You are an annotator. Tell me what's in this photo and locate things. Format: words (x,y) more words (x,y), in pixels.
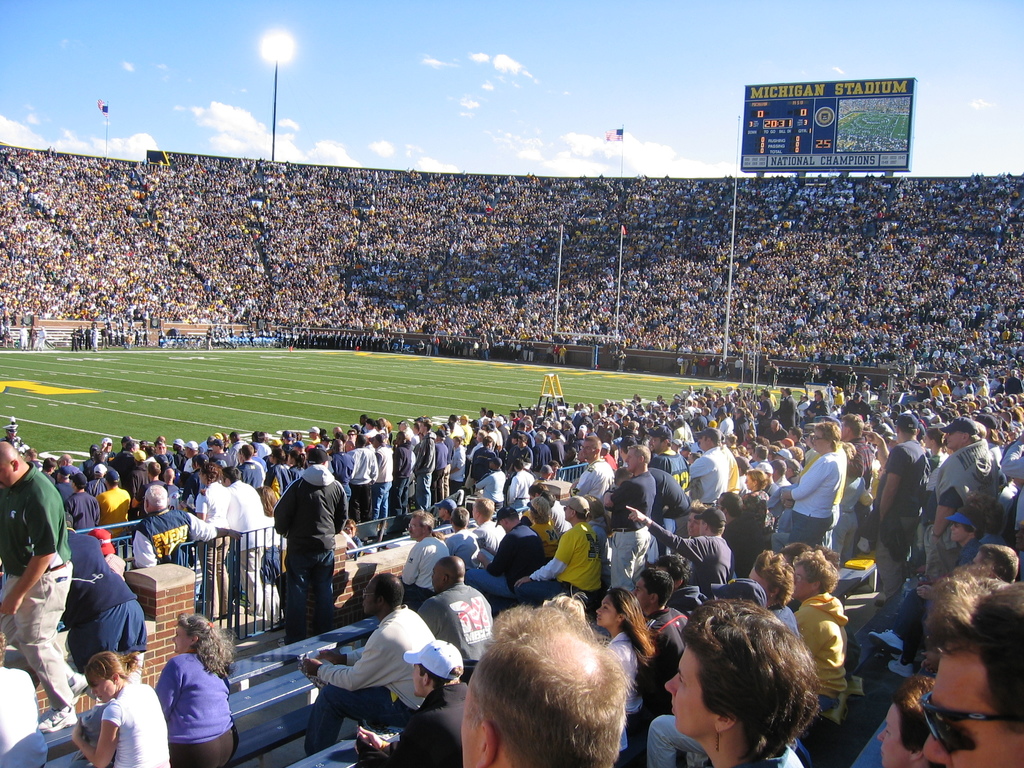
In this image, I can see a stadium (381,281) with groups of people (719,246) standing and groups of people (904,279) sitting. There are two flags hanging to the poles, a light pole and a hoarding (769,168). At the bottom of the image (338,644), I can see the iron grilles (249,542) and benches (325,644). In the background (241,93), there is the sky (304,91).
